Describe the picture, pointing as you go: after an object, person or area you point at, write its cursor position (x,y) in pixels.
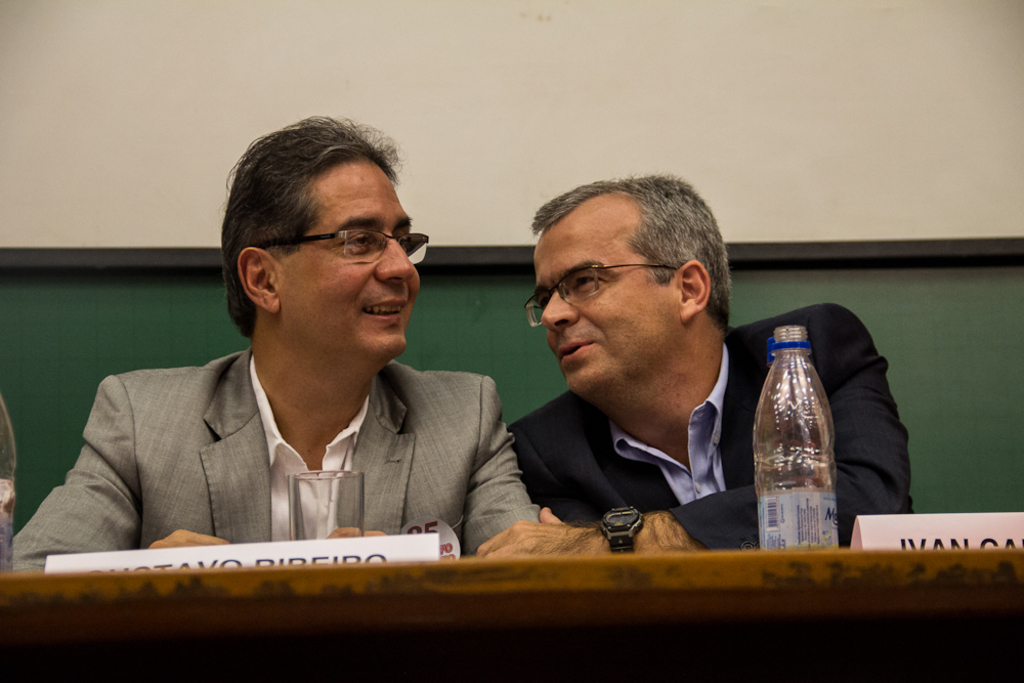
The two persons (642,262) are sitting on chairs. They are smiling. There is a table (308,577). There is a bottle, glass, name board (272,552) on a table (900,594). We can see in the background (921,511) wall (17,202), board (995,301).
